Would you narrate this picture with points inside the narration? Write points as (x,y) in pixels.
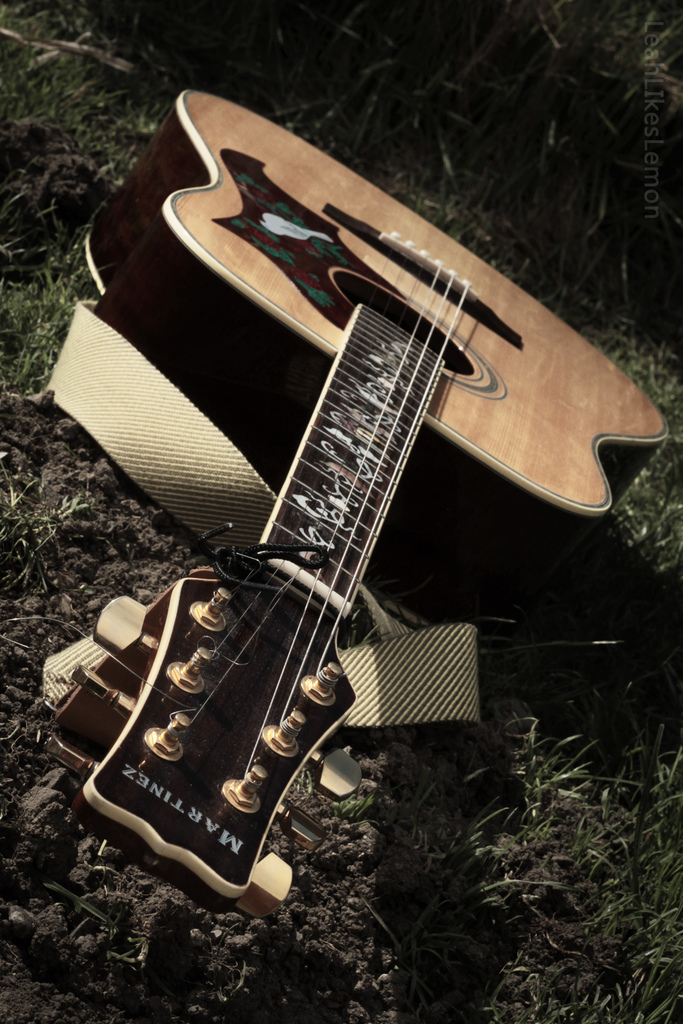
This picture is consists of a picture of a guitar (233,188) which is kept on the floor (562,645).
